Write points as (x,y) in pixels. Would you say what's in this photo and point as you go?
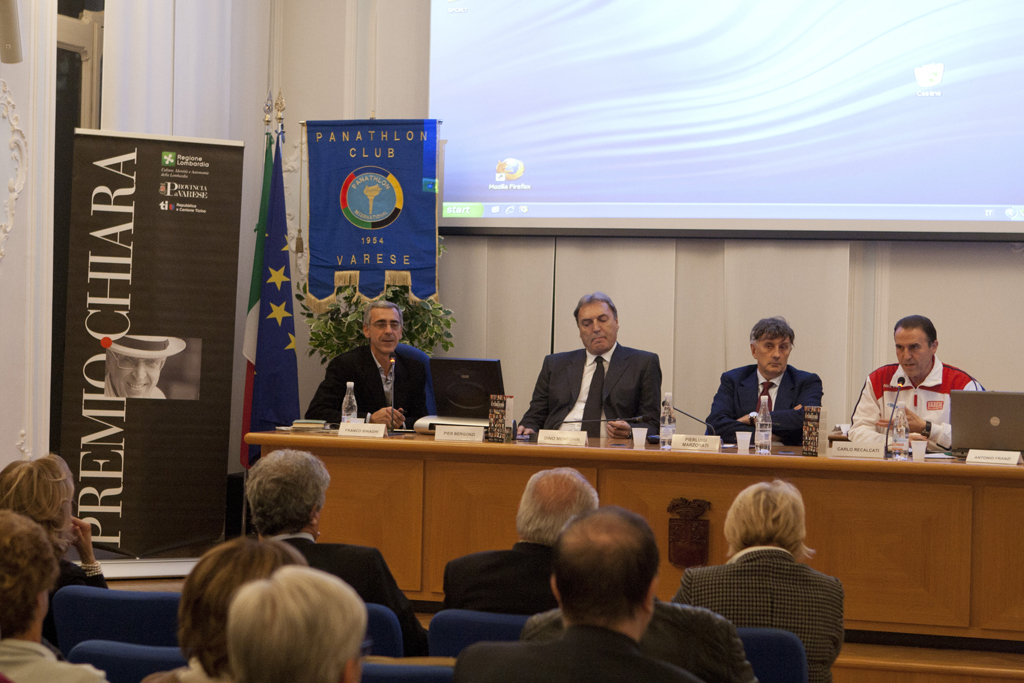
This is the picture where we have some people (641,556) sitting on the chairs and on the stage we have four people (887,416) sitting on the chairs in front of table (948,461) where we have some cups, bottles (349,410) and name plates (464,434) and behind them there is a projector (520,211) and posters (236,267) and flags (283,235).
